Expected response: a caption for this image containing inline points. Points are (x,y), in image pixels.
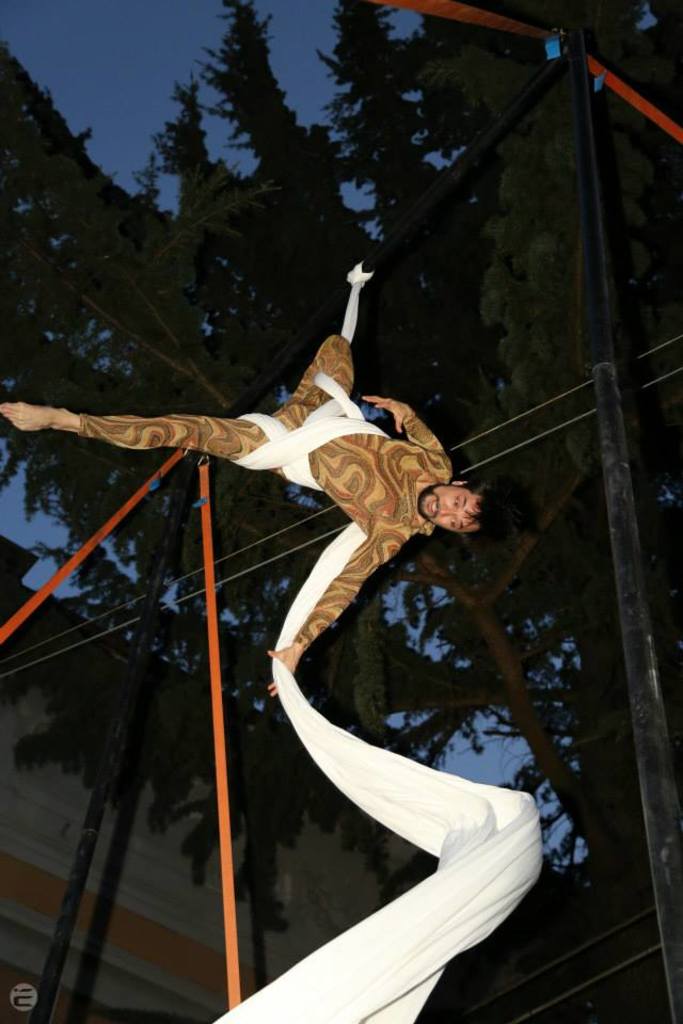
In this image I can see a person (395,463) flying in the air. He is holding a white color cloth (501,848). I can see few trees (325,234) and building (138,861). The sky (105,125) is in blue color.
